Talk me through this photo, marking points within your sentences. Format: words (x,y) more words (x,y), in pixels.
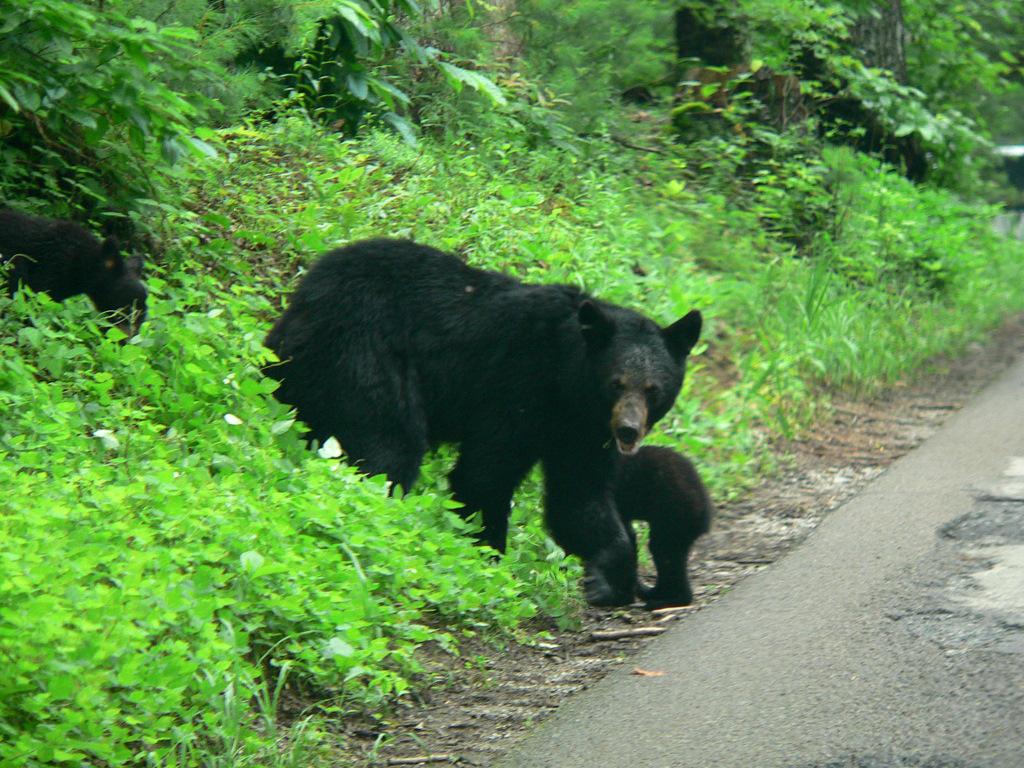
In this image I can see few animals (461,361) which are in black color. To the side of these animals (419,323) I can see many trees (351,104). To the right (865,579) I can see the road (874,561).
